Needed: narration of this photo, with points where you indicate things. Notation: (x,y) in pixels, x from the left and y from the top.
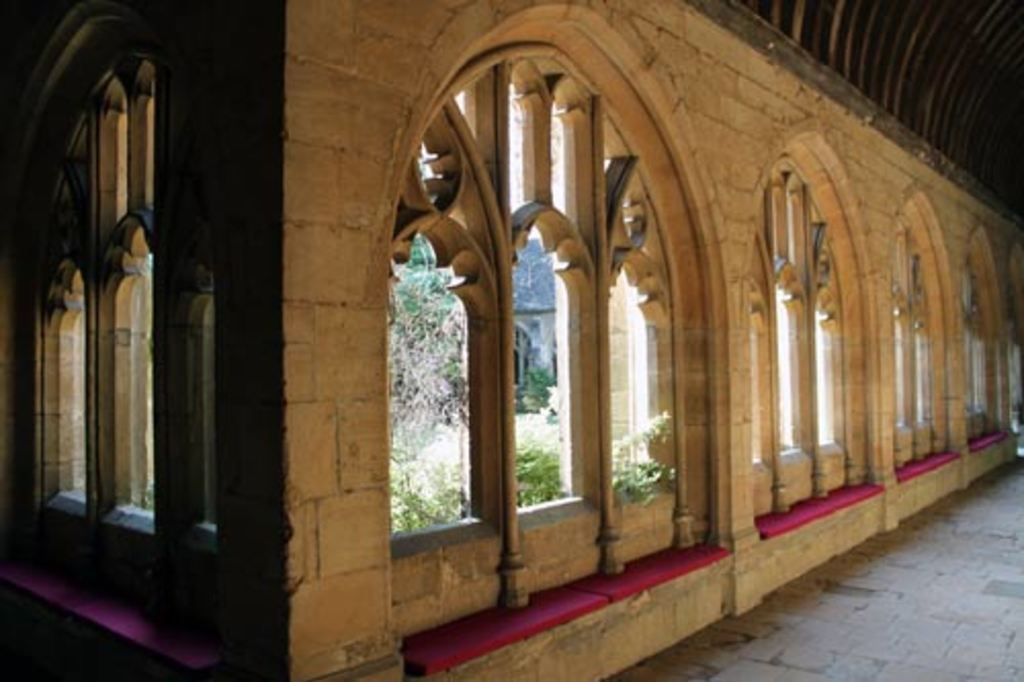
In this image we can see a wall (335,580) to which there are some arches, pillars (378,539) and also we can see red color to the wall (449,577).
